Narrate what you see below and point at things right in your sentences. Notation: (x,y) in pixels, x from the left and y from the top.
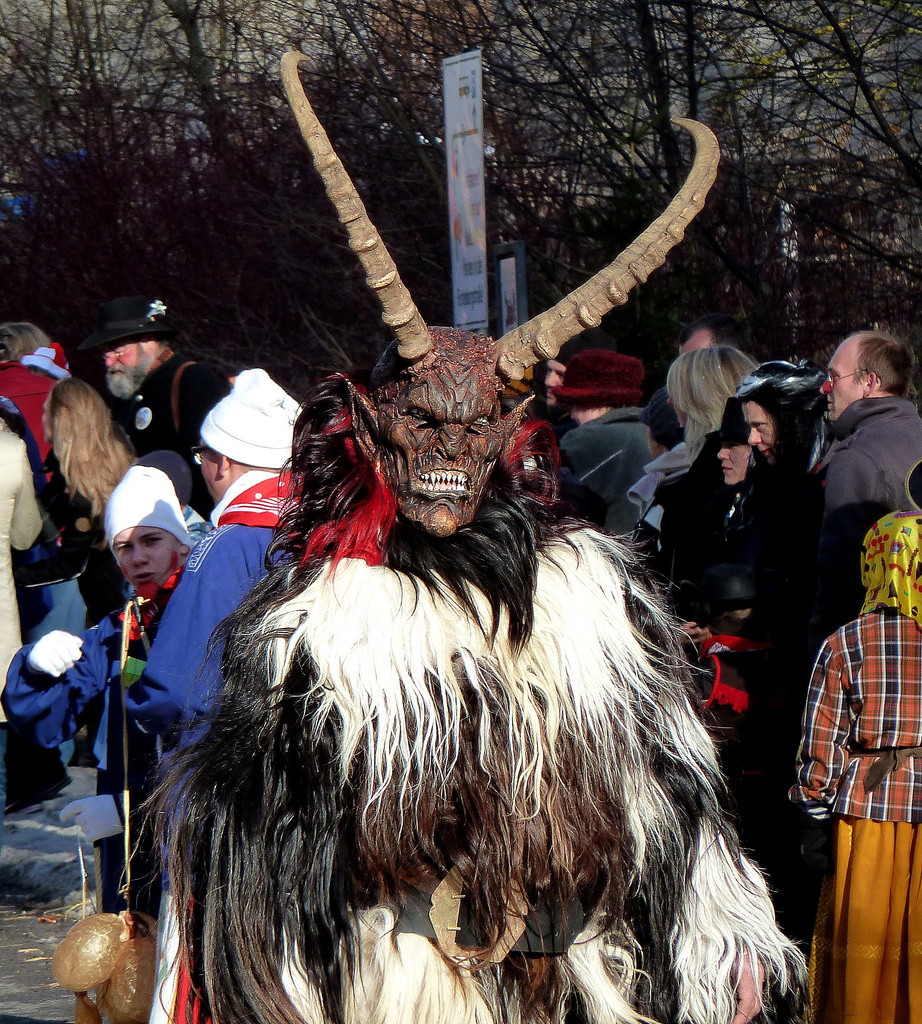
In this image we can see a person (471,676) wearing different types of costume (483,784) is standing, behind them there are some other people (726,502) standing on the road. In the background of the image (780,153) there are trees (789,206).
